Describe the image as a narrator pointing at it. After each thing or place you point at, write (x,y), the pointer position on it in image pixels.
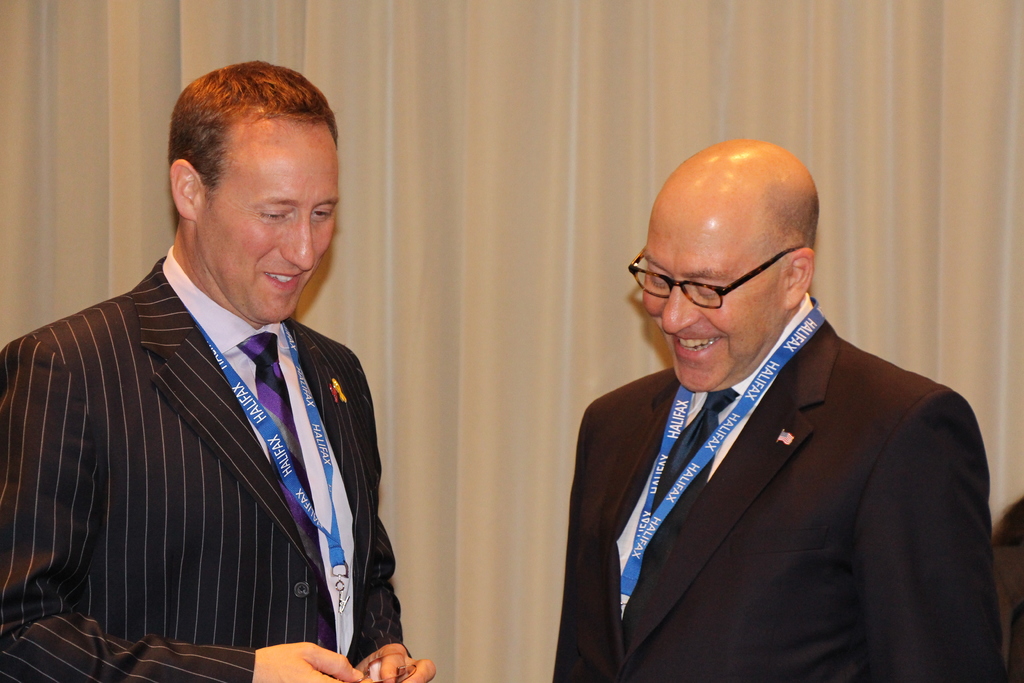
In the image in the center (362,393) we can see two persons (361,616) were standing and they were smiling, which we can see on their faces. in the background (502,292) we can see curtain (588,106).
